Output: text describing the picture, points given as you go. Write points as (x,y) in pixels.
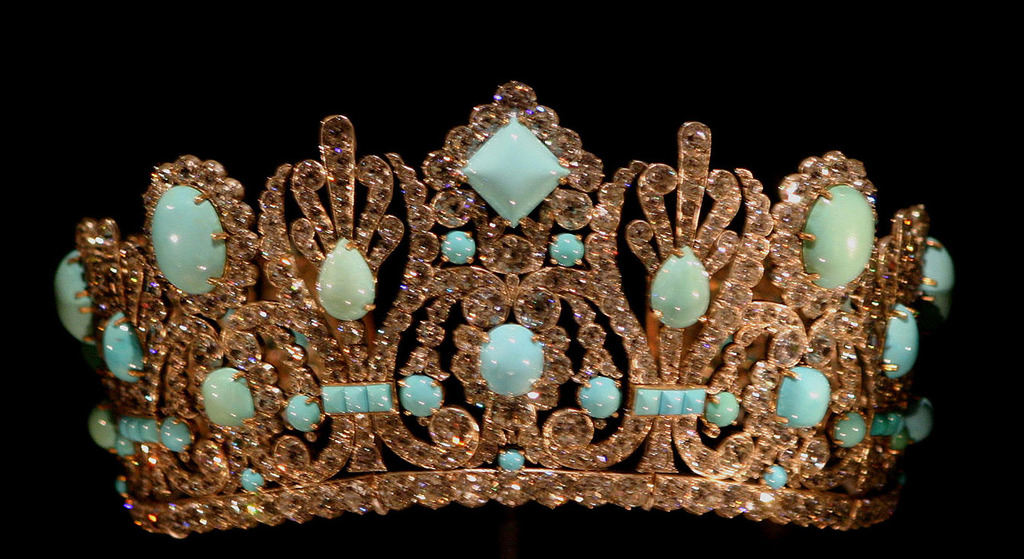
In this picture there is a crown (706,265), made of stones (356,281). The background (961,7) is dark.
